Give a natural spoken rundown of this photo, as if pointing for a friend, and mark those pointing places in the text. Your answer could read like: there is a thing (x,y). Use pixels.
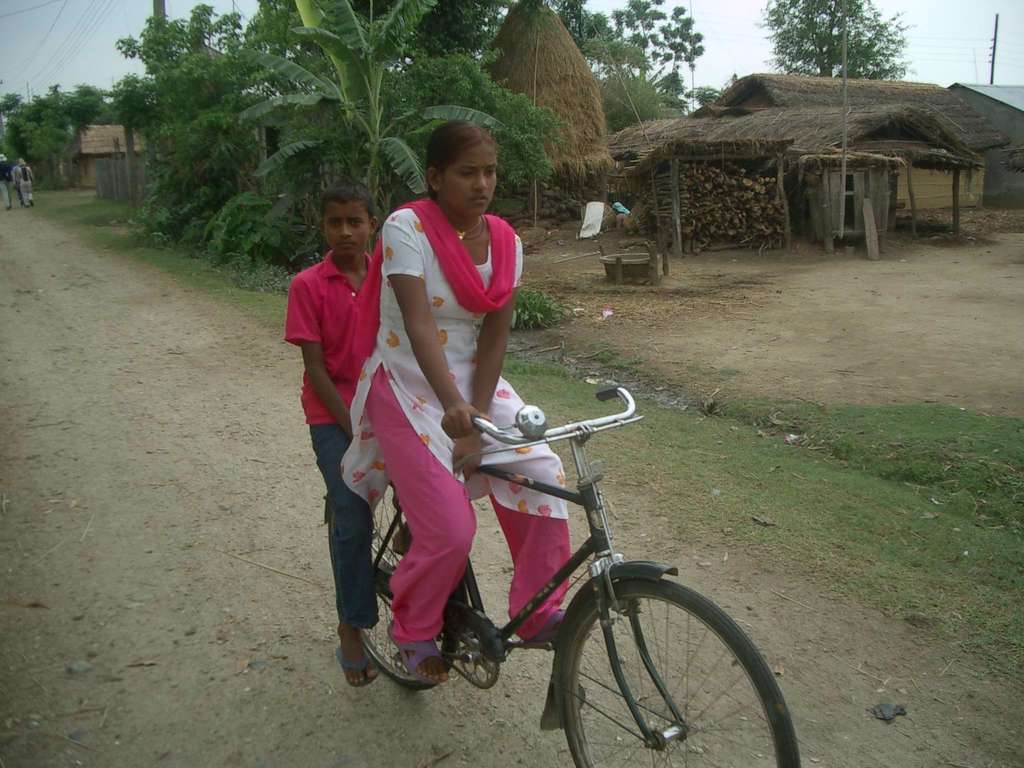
In this image In the middle (456,396) there is a woman (457,339) she is riding bicycle (462,607) on that there is a boy (347,333). In the background (10,200) there are trees (362,122), huts (817,179), people (29,182), sky (697,65) and road (177,407).
